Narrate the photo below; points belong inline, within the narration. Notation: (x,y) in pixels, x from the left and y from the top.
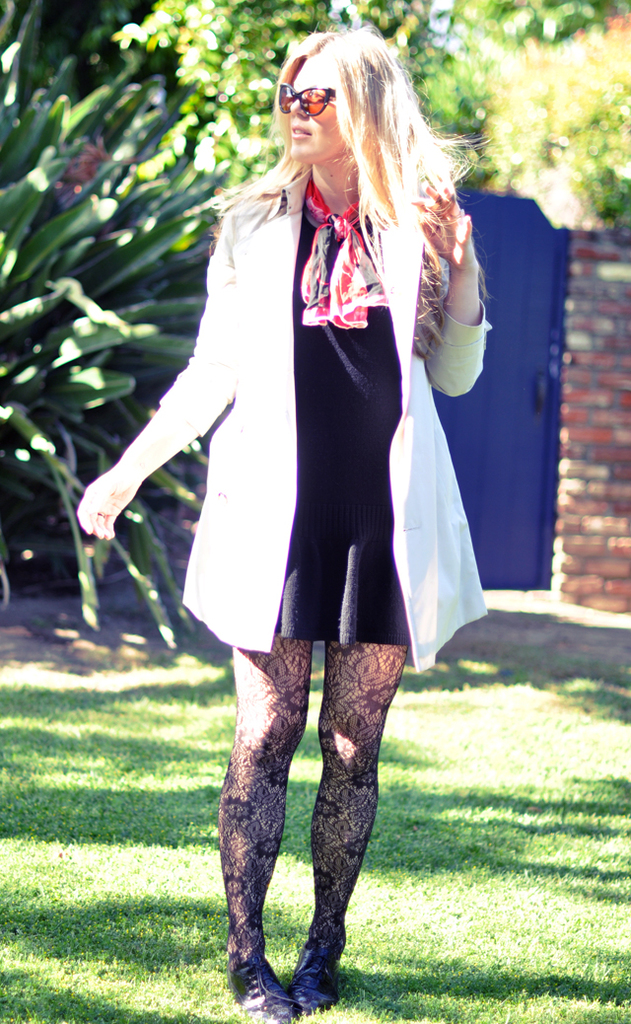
In this image I can see the person (425,621) is wearing black and white color dress (381,481). In the background (619,482) I can see few trees (59,264), wall (604,374) and the blue color object (529,335).
